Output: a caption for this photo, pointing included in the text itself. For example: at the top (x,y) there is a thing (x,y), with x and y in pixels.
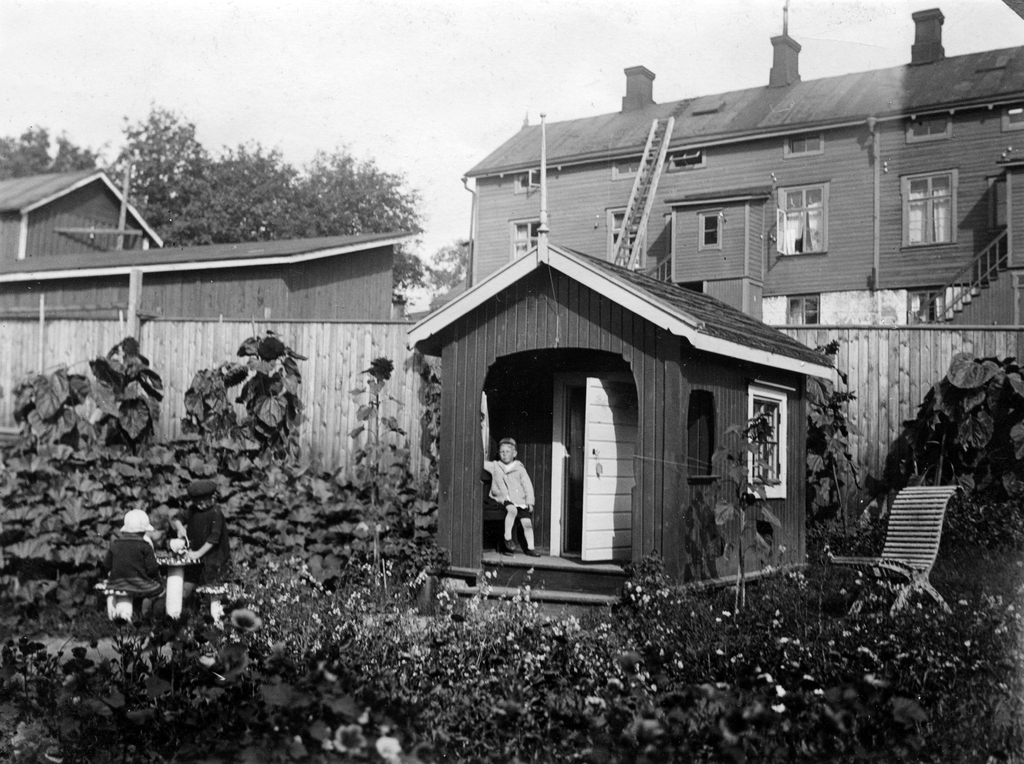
It is a black and white image there is a small hut (606,526) and in front of the hut (470,507) there is a kid (507,492) and there are many plants (215,635) in the garden (861,579) outside the hut (441,495) and on the left side (202,549) there are two kids (194,575). Behind the hut (454,495) there are some other wooden buildings (549,160) and trees (356,214).
